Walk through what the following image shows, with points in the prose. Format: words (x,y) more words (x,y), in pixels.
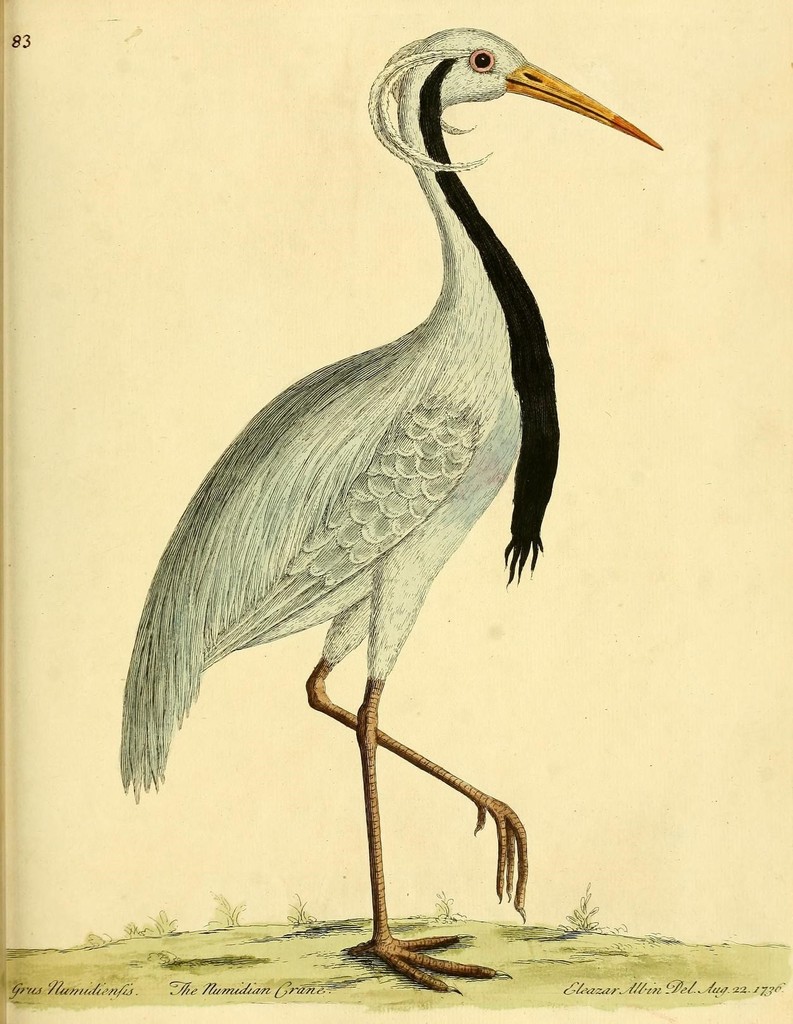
In this picture I can see a paper (613,364), there are numbers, words (214,984) and there is an image (219,621) of a crane (207,621) on the paper (185,716).
